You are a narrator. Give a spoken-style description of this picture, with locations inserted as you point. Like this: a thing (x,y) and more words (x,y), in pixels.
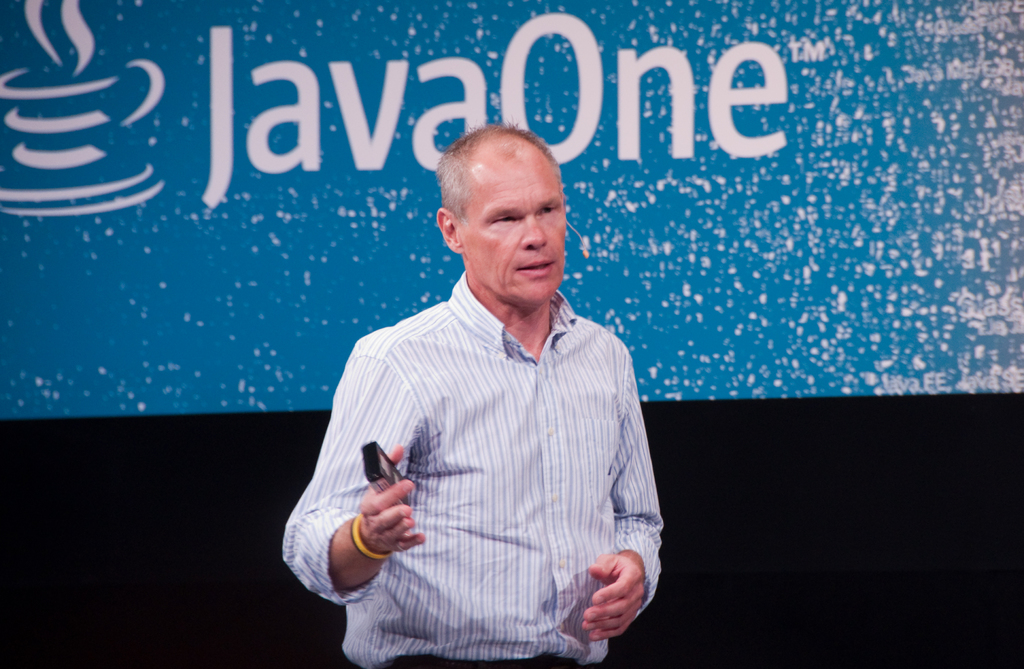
Here I can see a man (540,438) wearing a shirt (419,501), holding an object (380,480) in the hand (376,493), standing and speaking by looking at the right side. At the back of him there is a screen (459,110) on which I can see some text (217,117).
